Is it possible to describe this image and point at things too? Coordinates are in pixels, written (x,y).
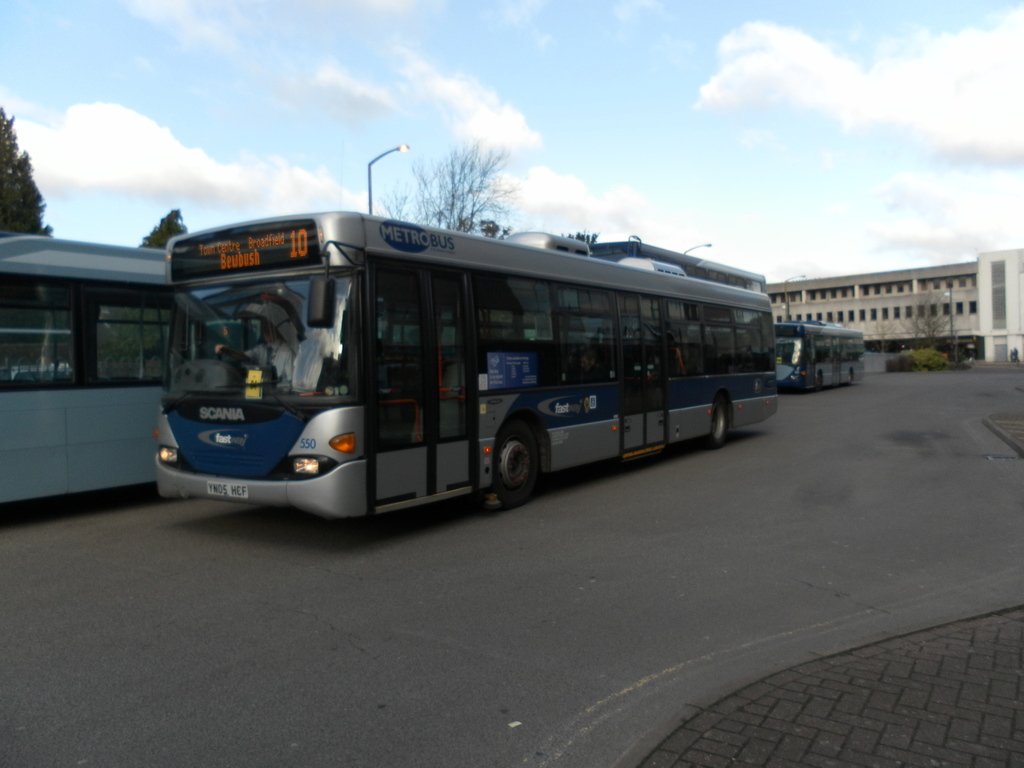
These are the buses (582,449) on the road (581,533), on the right side (918,292) there is a building (904,284). At the top (545,68) it is the sky (549,84).
